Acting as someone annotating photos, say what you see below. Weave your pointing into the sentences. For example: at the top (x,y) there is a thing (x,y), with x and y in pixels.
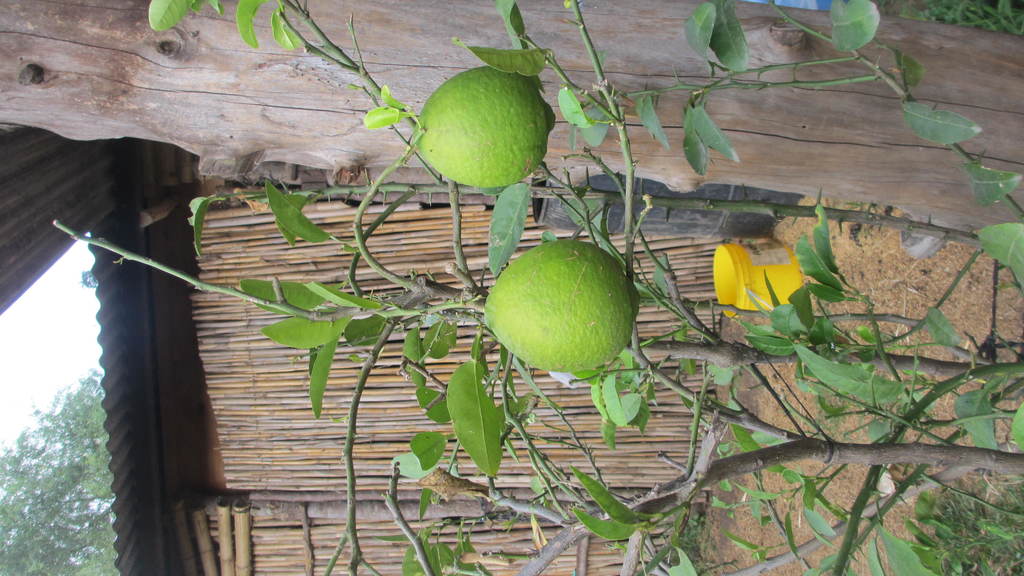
In this image we can see a plant (683,394) to which some fruits (549,284) are grown and in the background of the image (200,315) there is hut (182,310), iron sheet (124,360), bucket (765,288) which is of yellow color and there are some trees (27,463).
